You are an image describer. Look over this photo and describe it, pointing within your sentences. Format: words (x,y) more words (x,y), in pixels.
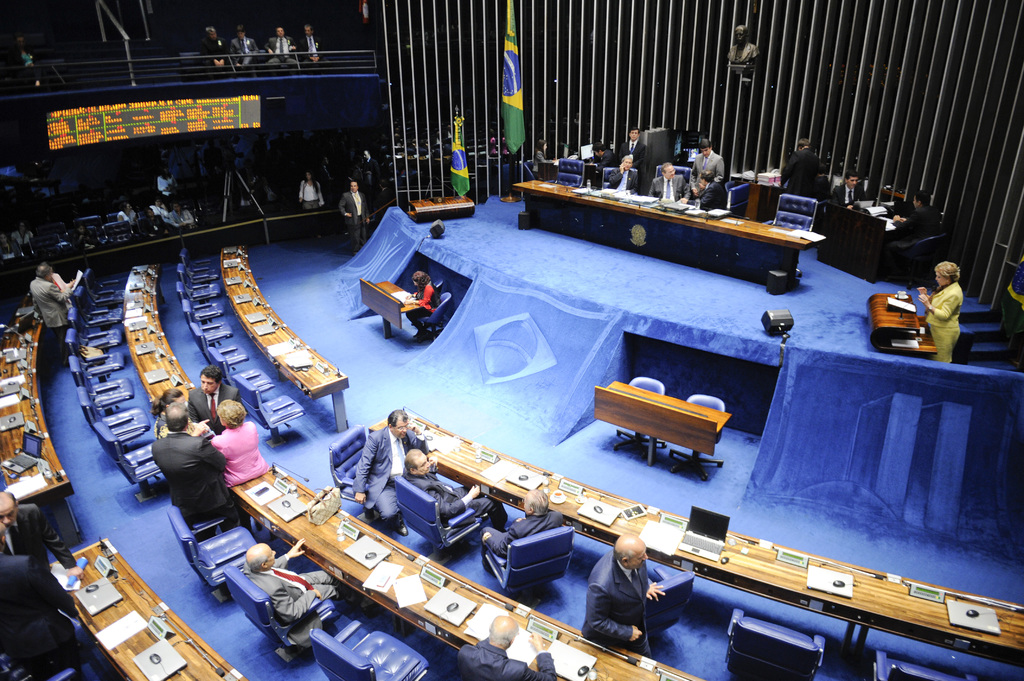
This picture shows few chairs (335,639) and tables (136,278) and we see people (392,446) seated few are standing and we see couple of flags (464,184) and a display board (213,103).
